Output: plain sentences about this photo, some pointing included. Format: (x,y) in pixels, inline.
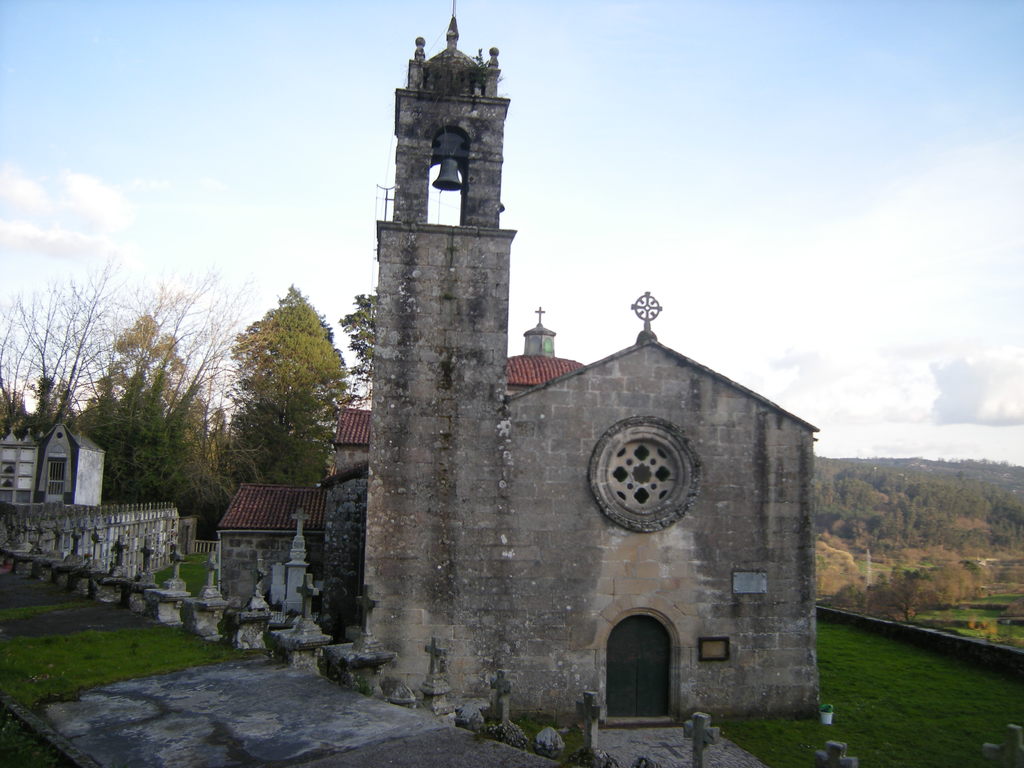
This image consists of a building (642,629) along with a door (664,678). At the bottom (3,735), there is green grass (21,738) on the ground (802,765). At the top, we can see a bell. In the middle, there are trees (252,401). On the right (890,509), there are trees (899,517) and mountains (962,520). At the top (736,252), there are clouds (778,291) in the sky (718,268).
